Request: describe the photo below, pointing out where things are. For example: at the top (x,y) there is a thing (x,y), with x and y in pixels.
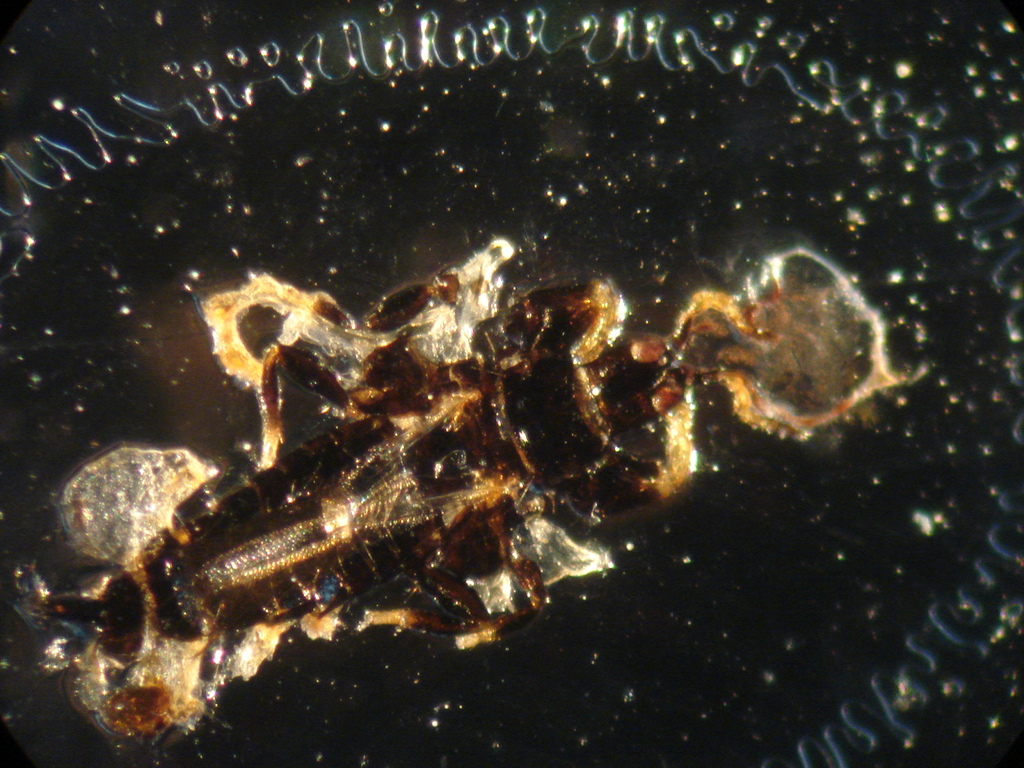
In this image there is some insect specimen (458,333) on the surface (153,305).
